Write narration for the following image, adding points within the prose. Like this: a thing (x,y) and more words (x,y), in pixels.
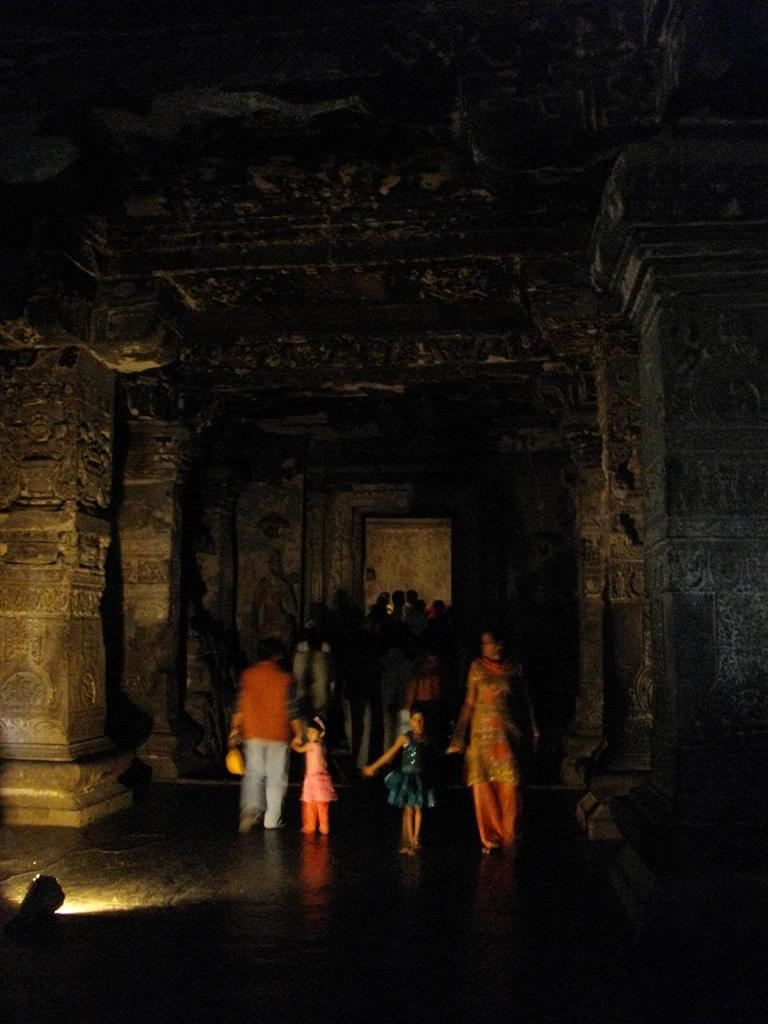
In this image I can see a woman (483,722) wearing orange dress (483,741) is standing and holding a girl (425,751) who is wearing a blue dress (412,768) and a person (272,717) wearing orange shirt (266,697), pant (265,741) is standing and holding a girl (321,754) wearing pink dress (316,754). In the background (353,697) I can see few other persons (404,618) standing, few pillars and the ceiling (390,288) and to the left bottom of the image (96,899) I can see the light (55,908).
